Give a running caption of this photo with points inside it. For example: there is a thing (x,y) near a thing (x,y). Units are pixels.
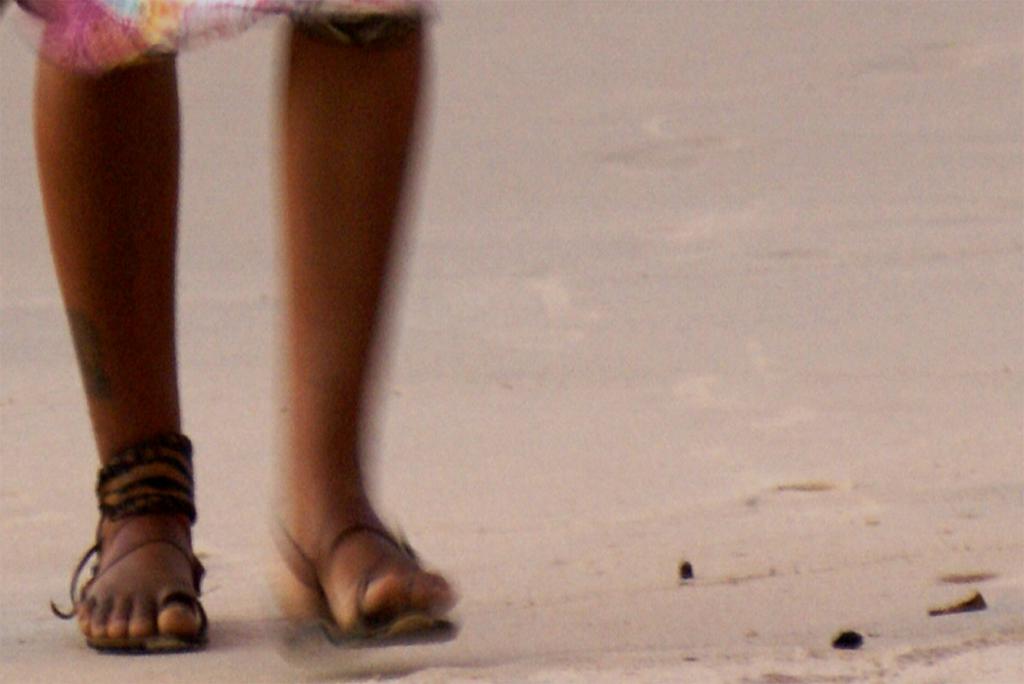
In this image, I can see the legs (154,374) of a person (146,429) with footwear (384,617), which are on the pathway (542,507).
